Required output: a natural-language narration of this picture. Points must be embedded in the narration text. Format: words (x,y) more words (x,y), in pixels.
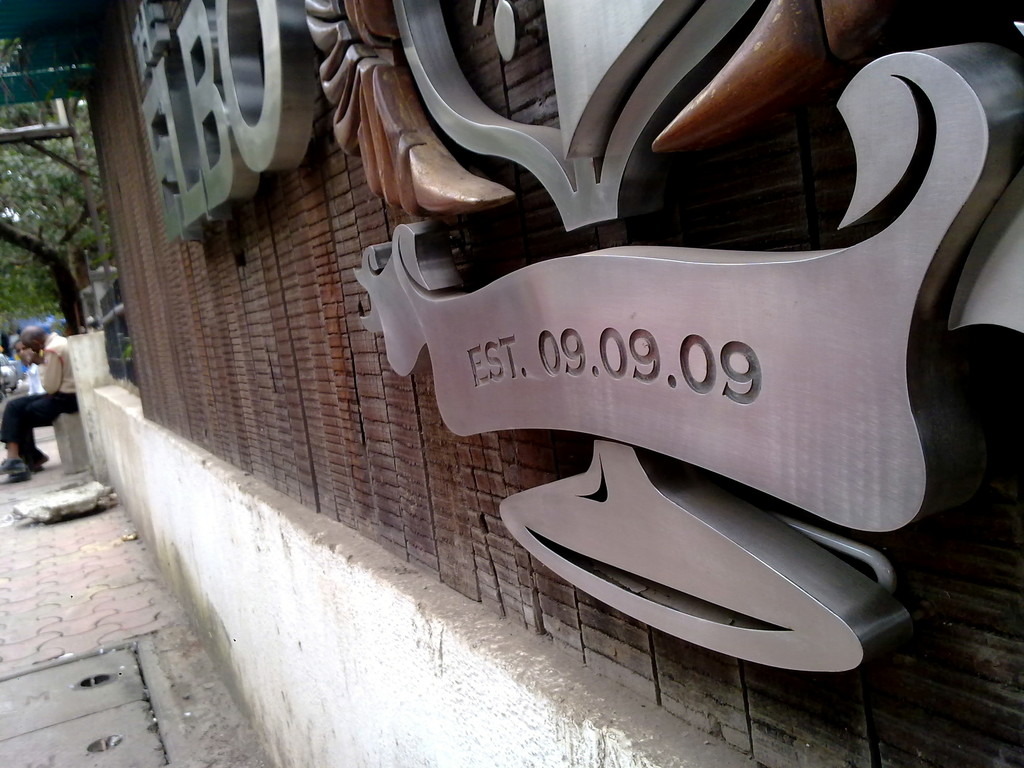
In this picture we can see boards (697,454) on the wall (315,537) and path (2,446). In the background of the image (9,471) there are two people (9,471) and we can see tree (74,285).
